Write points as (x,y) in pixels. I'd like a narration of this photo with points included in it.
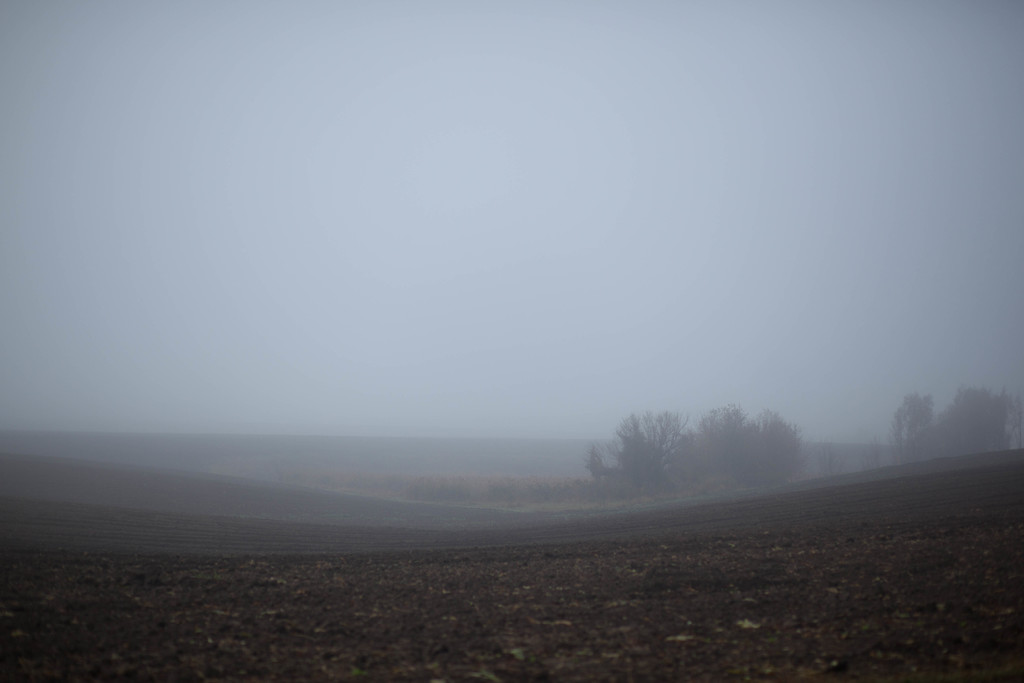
In the picture I can see the ground (621,557), trees (1015,410), fog (522,127) and the sky (514,258) in the background (396,420).
